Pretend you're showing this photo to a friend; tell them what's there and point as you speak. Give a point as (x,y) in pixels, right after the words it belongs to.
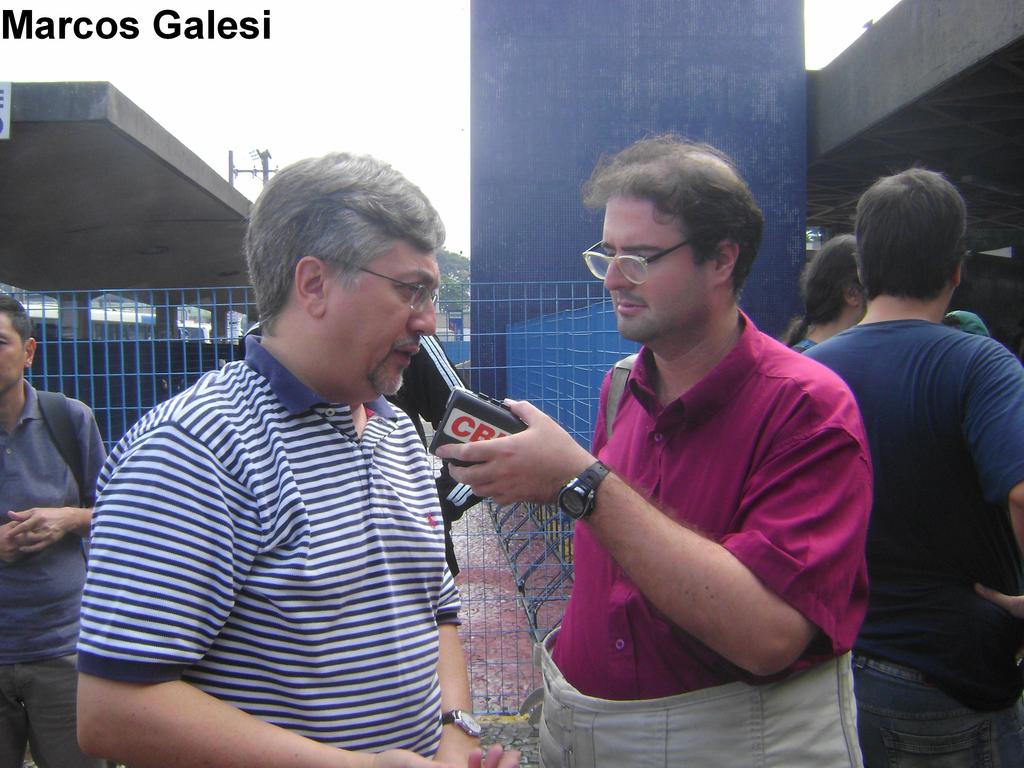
In the center of the image (364,286) we can see two men (360,377) are standing and a man (734,624) is holding an object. In the background of the image (1023,289) we can see the buildings (170,200), roof (86,262), mesh (546,369), pillar (484,286), poles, tree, floor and some people (1009,427) are standing. At the top of the image (383,103) we can see the sky (305,76) and text (236,36).
